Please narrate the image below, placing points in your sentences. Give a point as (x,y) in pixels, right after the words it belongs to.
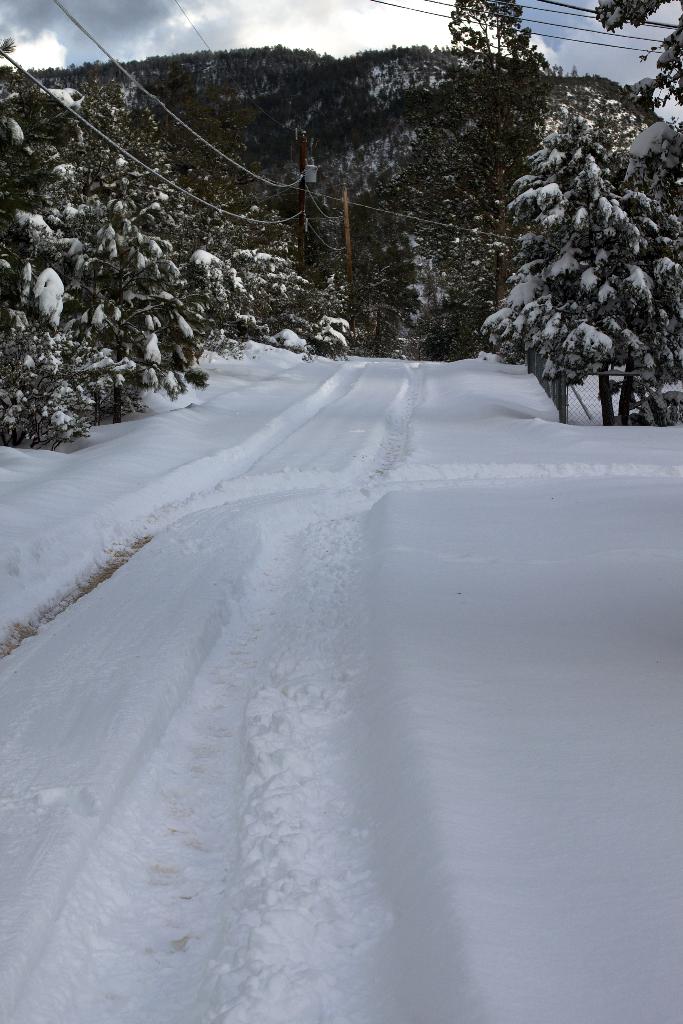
In this picture I can observe some snow (347,719) on the land (353,448). On the left side (187,192) I can observe wires (70,107). In the background (153,236) there are trees (312,220), hills (314,140) and some clouds (310,45) in the sky (238,41).
